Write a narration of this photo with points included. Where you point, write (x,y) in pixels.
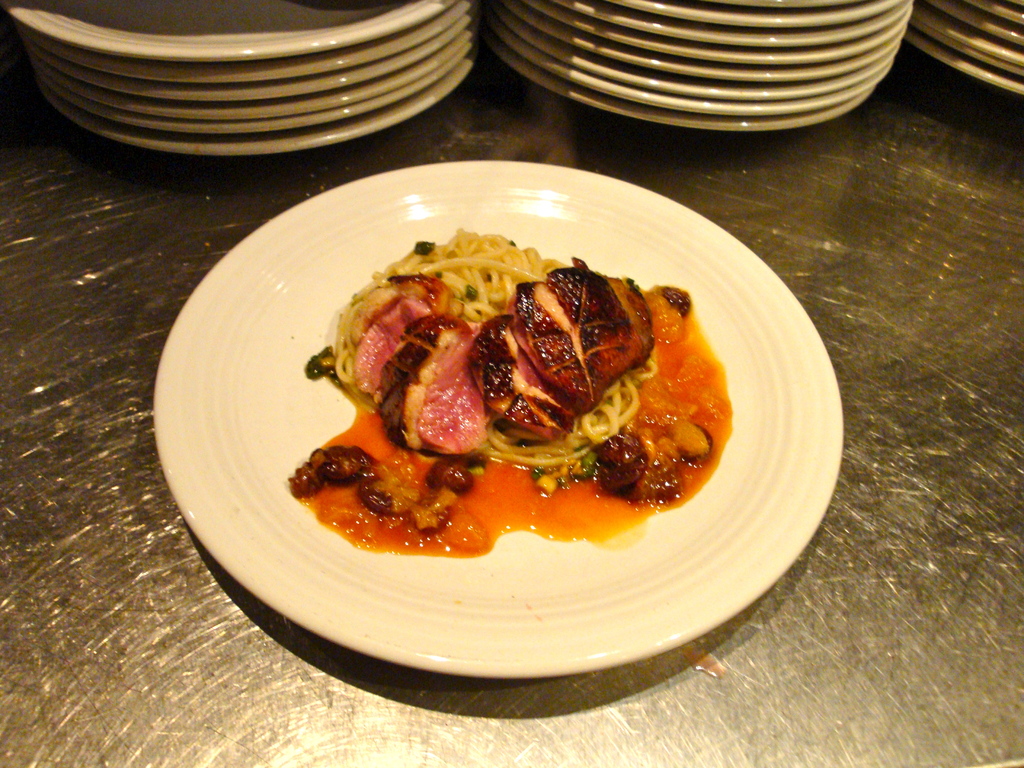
In this picture I can see there is some food (493,370) placed in the plate (648,557), it is placed on a surface (537,730) and there are few more plates (465,68) arranged in the backdrop (300,12).
